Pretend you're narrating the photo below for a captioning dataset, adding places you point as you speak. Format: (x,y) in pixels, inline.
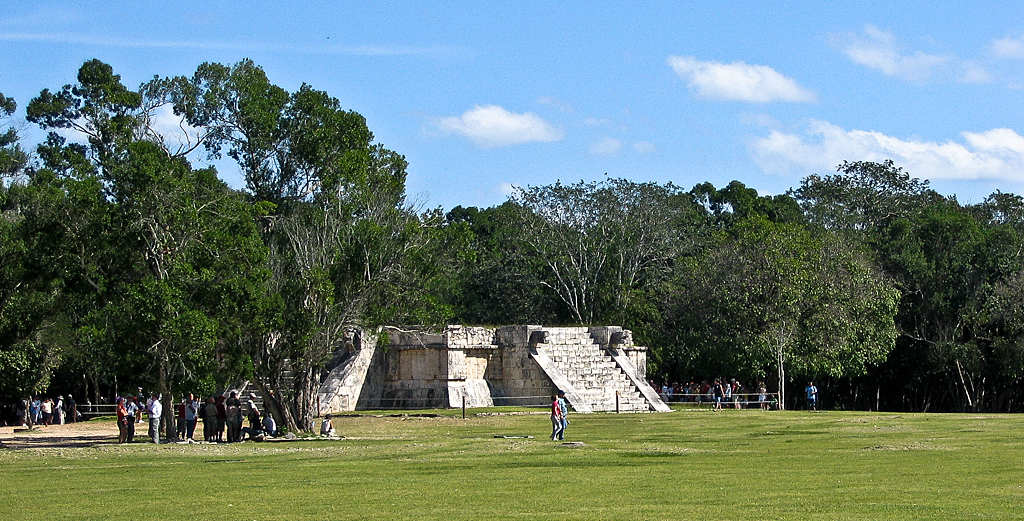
In this picture we can see the grass (409,485) and a group of people (203,406), poles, walls (523,359), steps (644,408), trees (211,354) and in the background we can see the sky (725,115) with clouds (864,57).
